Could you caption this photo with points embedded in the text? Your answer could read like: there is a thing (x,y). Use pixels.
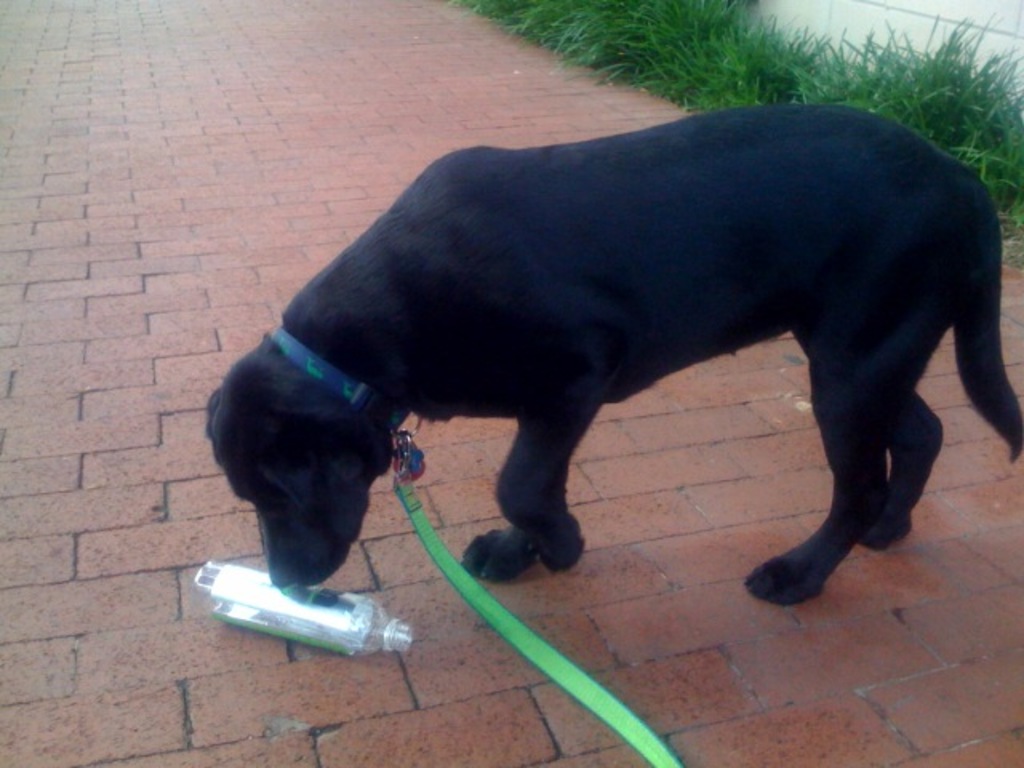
In this picture there is a black dog (615,360) standing and there is a bottle (249,607) on the tiles (377,599). At the back (996,156) there is grass (804,78).
